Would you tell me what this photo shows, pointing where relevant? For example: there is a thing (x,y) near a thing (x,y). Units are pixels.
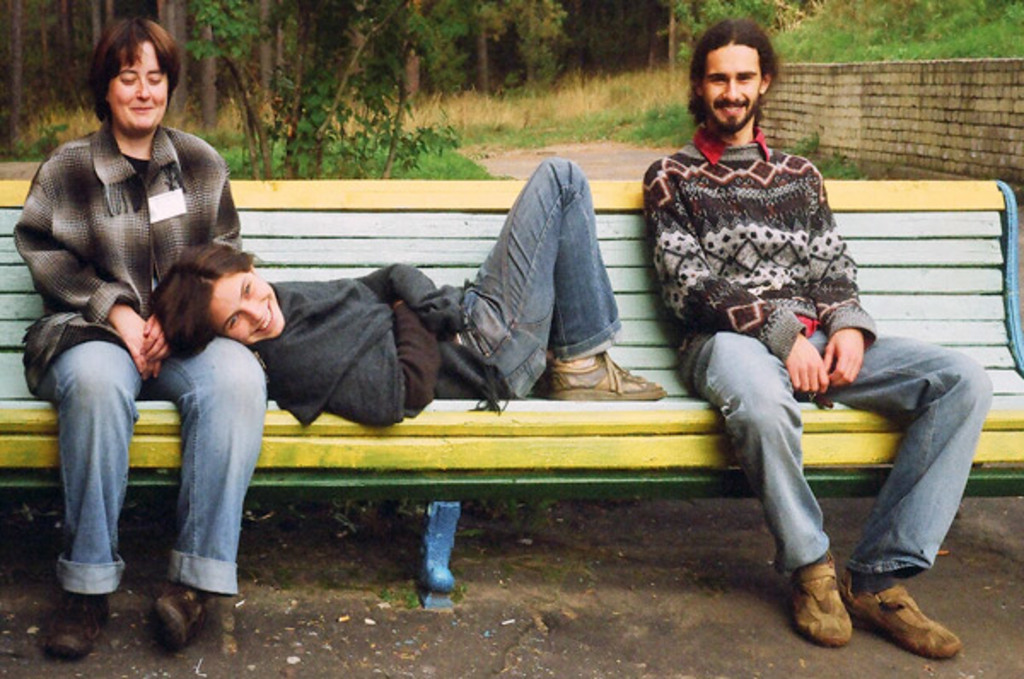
On the left (164,274) a woman (143,228) is sitting on the bench (681,385). Middle a girl (516,382) is lying on her. At the right (688,297) a man (678,278) is sitting in the bench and smiling there is a wall (786,96) and trees (648,32).
